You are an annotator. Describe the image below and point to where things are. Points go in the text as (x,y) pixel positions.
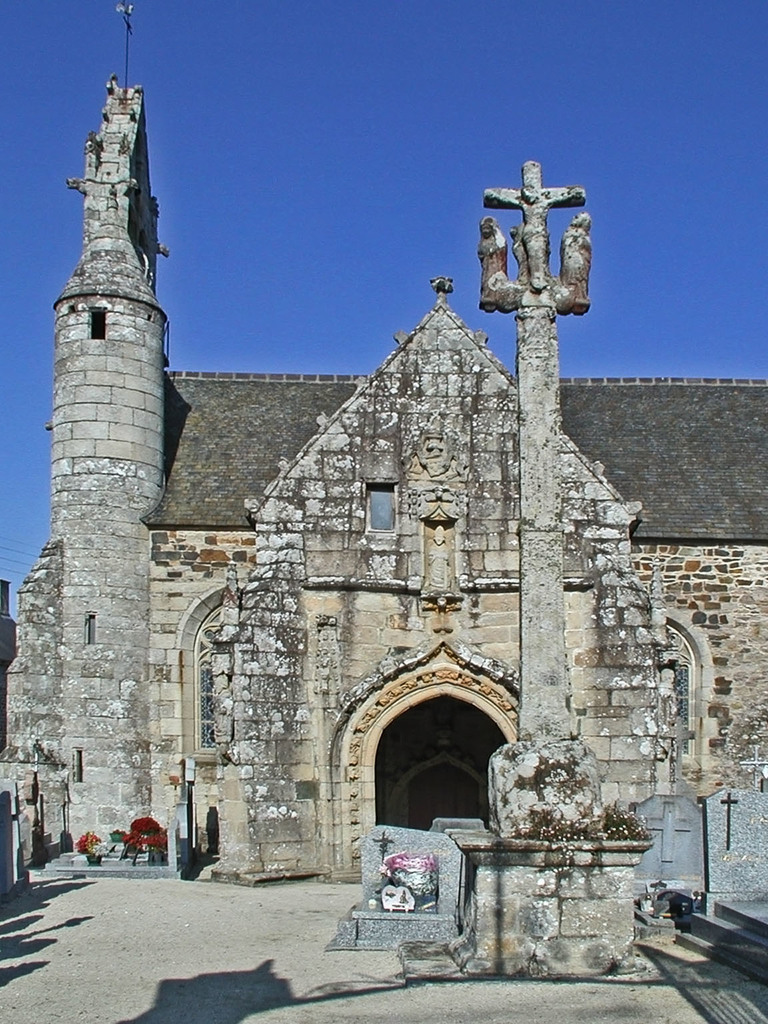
In this image we can see buildings (346,608), houseplants (88,836), stairs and sky (666,209) in the background (413,174).
